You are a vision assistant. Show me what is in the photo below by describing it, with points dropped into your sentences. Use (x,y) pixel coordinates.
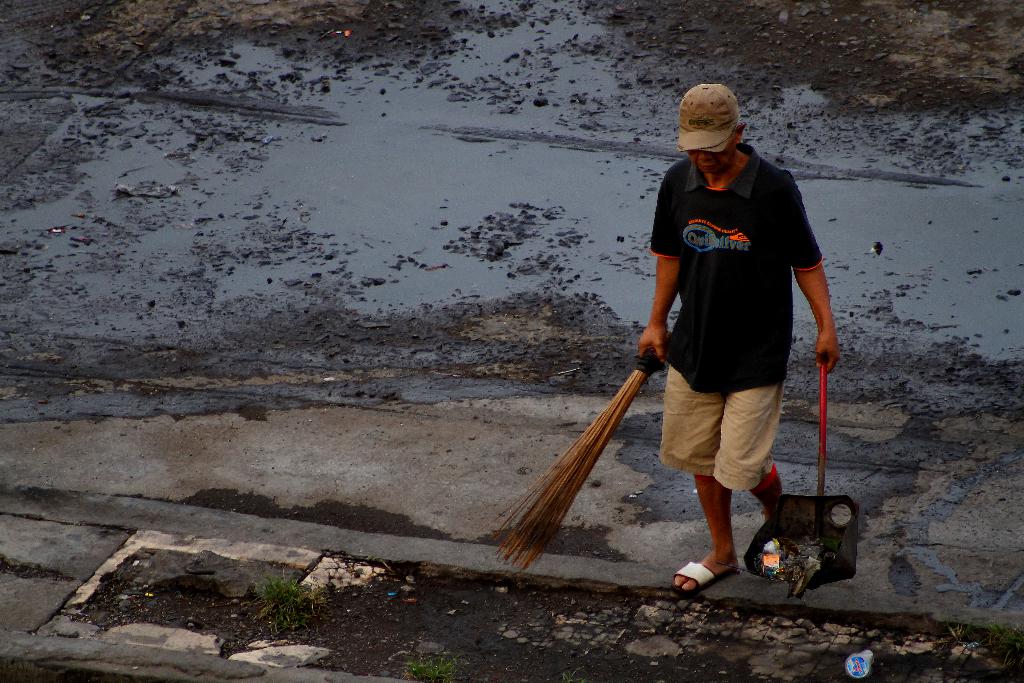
In this image we can see a person (708,159) wearing T-shirt (757,217) and cap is holding a broomstick (638,381) and dust tray (808,508) is standing here. Here we can see the muddy water (529,151) on the road (650,123).
